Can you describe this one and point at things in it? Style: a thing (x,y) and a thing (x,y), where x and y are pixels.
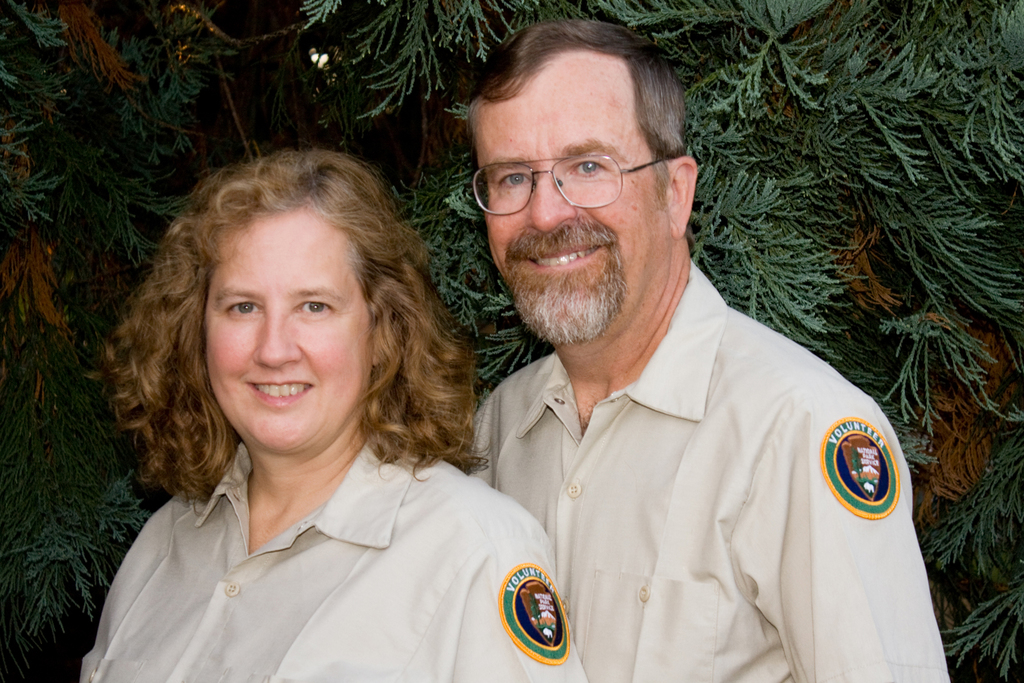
In this image we can see man (573,498) and woman (315,431). Man (556,207) is wearing specs (586,196). In the back (698,127) we can see leaves (707,129).
